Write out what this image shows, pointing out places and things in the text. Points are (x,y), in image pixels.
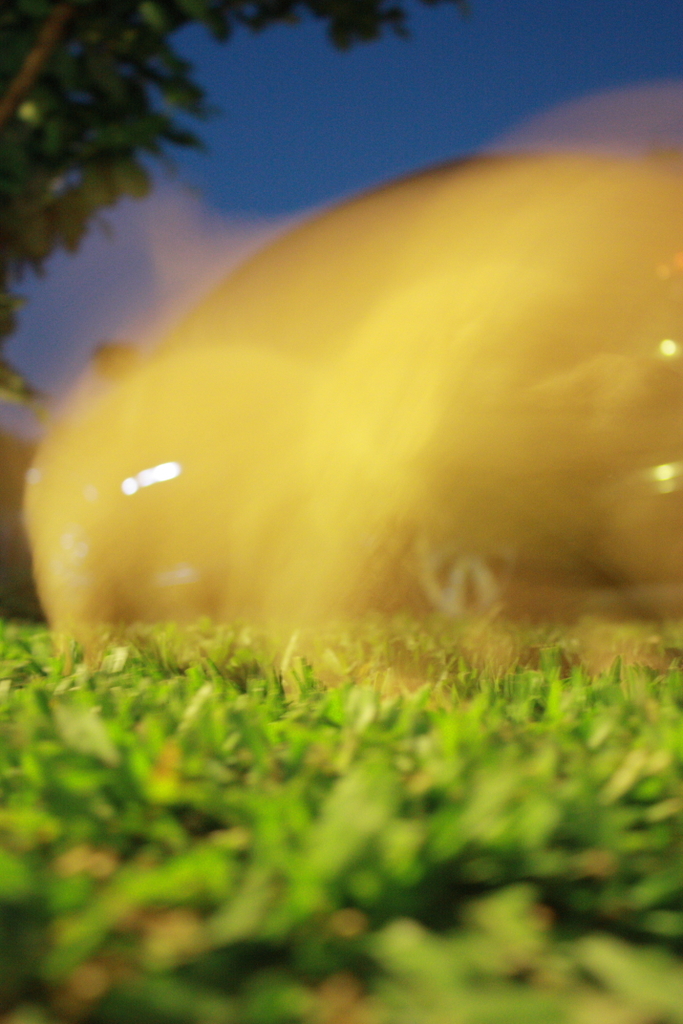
In this picture, it seems like grassland (624,731) and a shade (372,256) in the foreground (375,249), there is a tree (15,75) and the sky (154,285) in the background (218,193).
